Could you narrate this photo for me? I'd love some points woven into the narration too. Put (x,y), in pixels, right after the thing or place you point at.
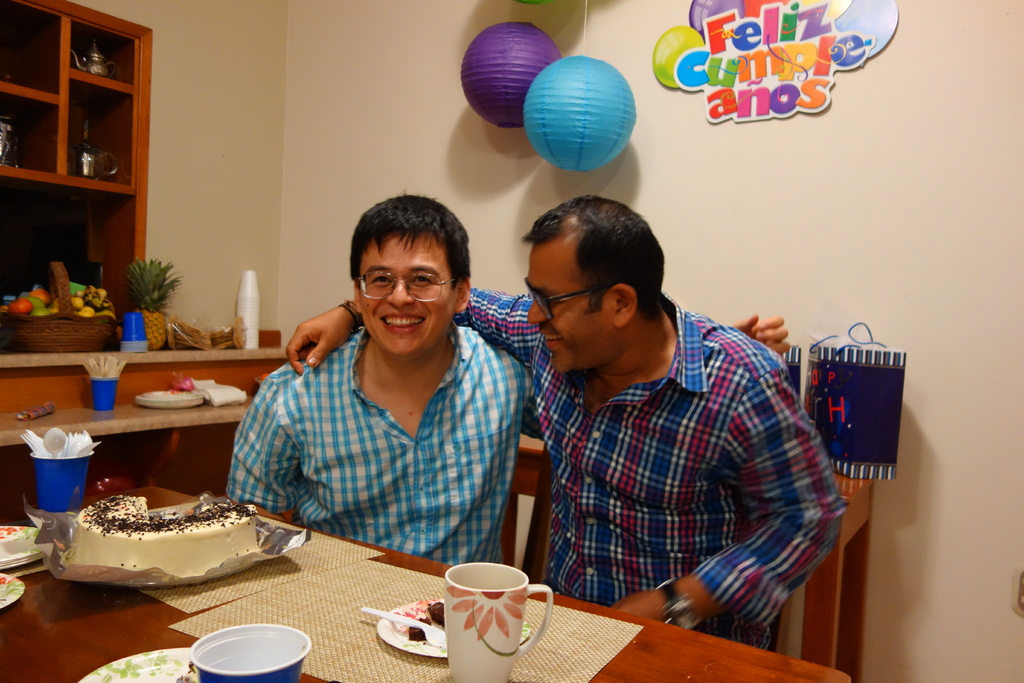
In the middle of the image (362,231), there are two persons (700,463) sitting on the chair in front of the table (353,630) on which plate (427,654), cups (449,637) and a cake (207,553) is kept. On the top (588,151) there is a balloon (585,115) hanged to the wall (640,128). In the left (75,40) there are shelves (0,17) in which utensils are kept. Below that there is a table (42,376) on which fruit basket (76,318) is there and a pineapple (150,284) and so on is kept. The walls (301,226) are light pink in color. This image is taken inside a room (833,171).
